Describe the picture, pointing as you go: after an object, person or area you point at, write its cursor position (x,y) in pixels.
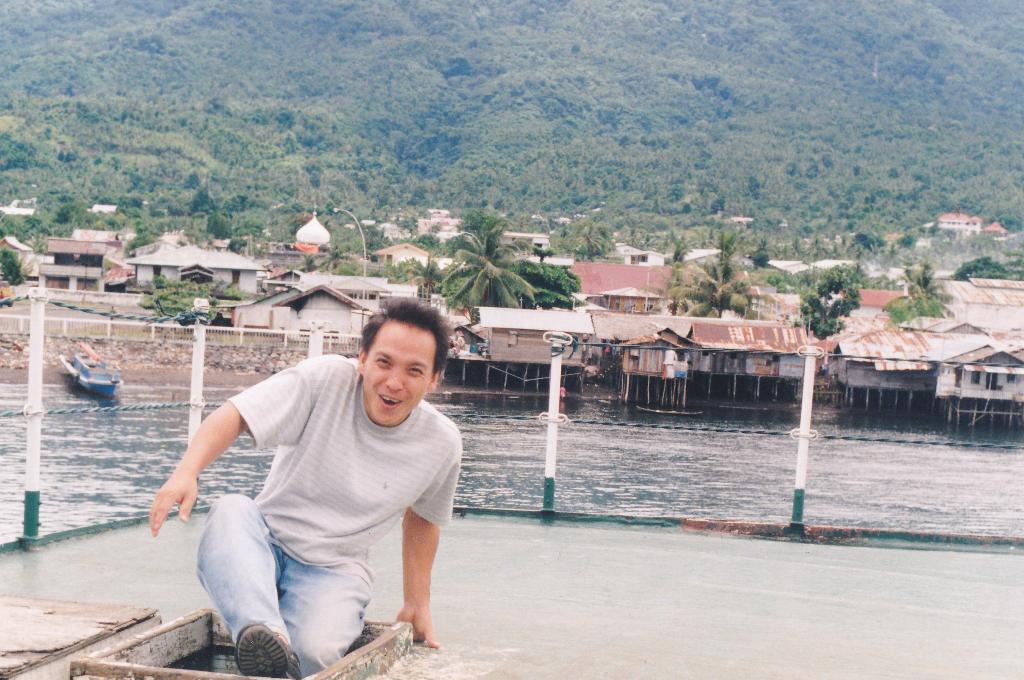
In this image I can see houses (58,246) and trees (840,276) lake (529,428) visible in the middle (531,341) and I can see a person (238,416) visible in the foreground (269,403), at the top (323,71) I can see the hill (942,80). In the middle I can see poles (807,420).
